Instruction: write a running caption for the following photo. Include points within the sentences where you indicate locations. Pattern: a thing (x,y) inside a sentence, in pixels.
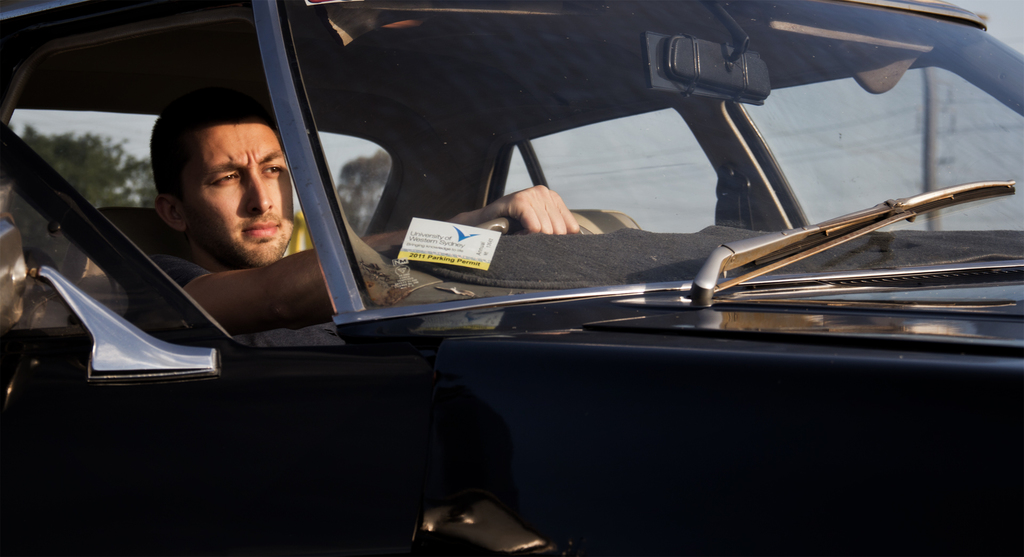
This image consists of a car (517,435) and a person (187,211) is in that car (291,142). He is driving. There is a wiper (910,206), mirror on that car (370,394). The car (284,352) is in black color.
